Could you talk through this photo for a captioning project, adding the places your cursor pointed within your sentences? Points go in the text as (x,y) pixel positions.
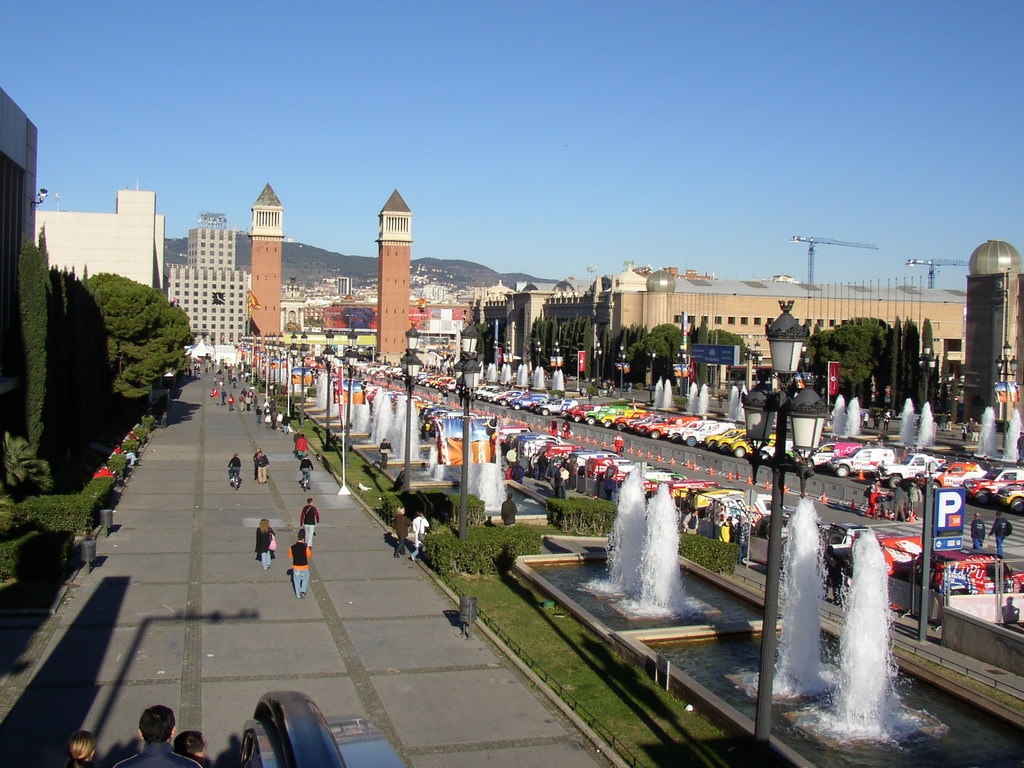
This is the street view of an area. I can see buildings (201,284) and towers (403,248), a road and a walkway (257,618). There are some cars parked on both sides of the road (436,392), fountains (496,378), trees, light poles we can see on both sides of the road (758,488). At the top of the image (535,140) I can see the sky (428,140). I can see some people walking on the walkway (329,551) and on the road (923,503).
